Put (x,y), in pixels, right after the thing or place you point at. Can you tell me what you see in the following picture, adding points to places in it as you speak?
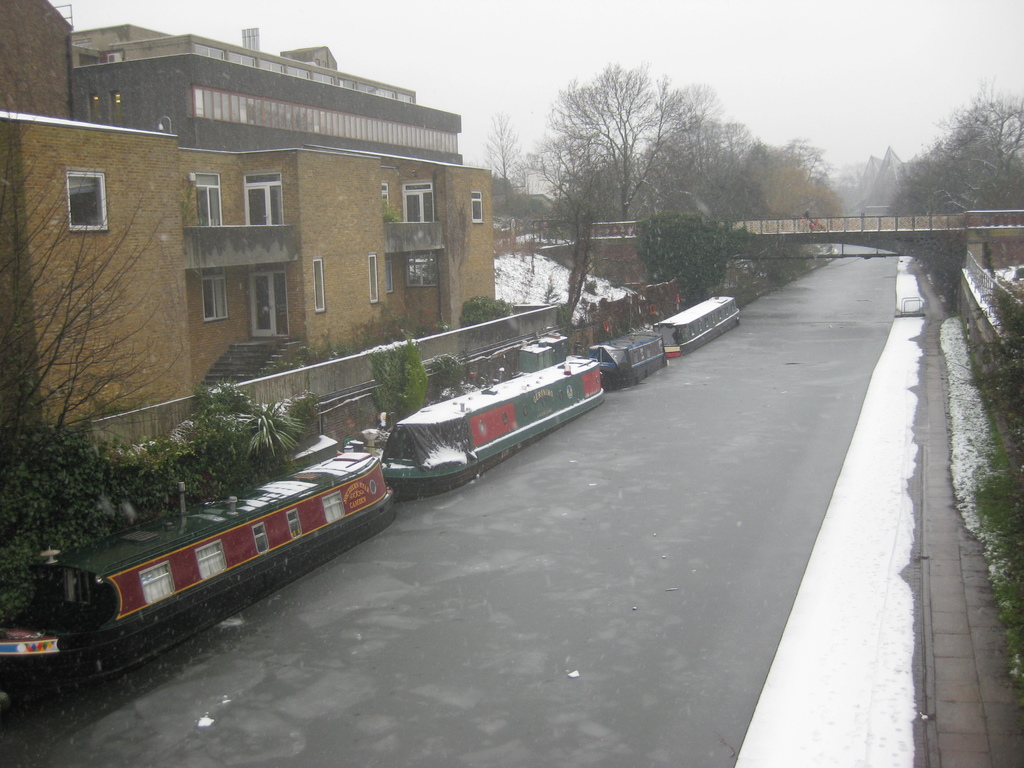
This image is clicked outside. There is building (274,328) on the left side (217,323). There are trees (710,135) in the middle (662,273). There is sky (768,32) at the top (755,45).
